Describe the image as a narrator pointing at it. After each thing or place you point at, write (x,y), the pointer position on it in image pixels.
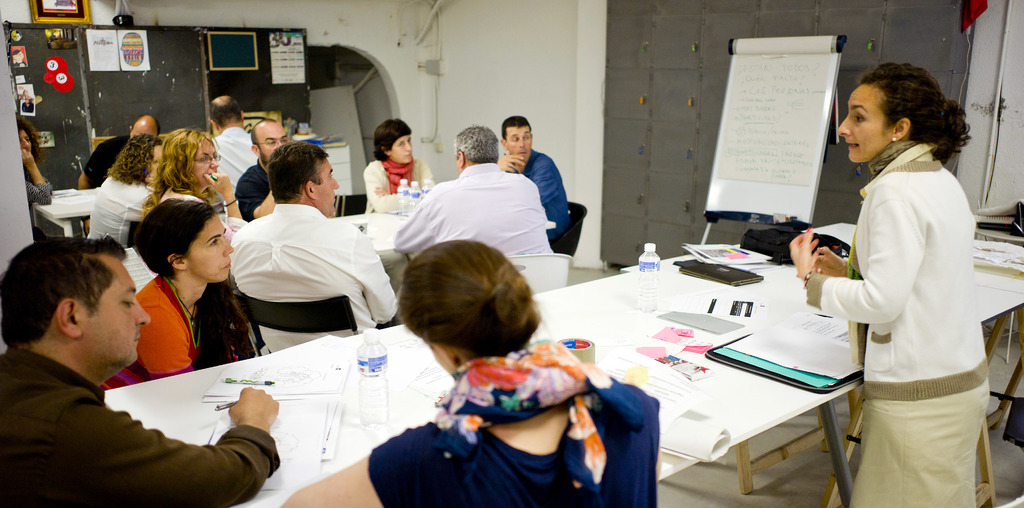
This picture is clicked inside the room (719,507). On the right (916,284) we can see a person (936,193) wearing white color dress (919,235) and standing and we can see the tables (397,344) on the top of which water bottles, papers (732,294), pen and many other items (786,247) are placed and we can see the group of persons (352,278) sitting on the chairs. In the background (528,40) we can see the wall (530,26), cabinet (675,39) and a board (732,69) attached to the metal stand (706,236) on which we can see the text (781,136) and we can see the picture frame (63,9) hanging on the wall (23,3) and some other objects (55,79).
